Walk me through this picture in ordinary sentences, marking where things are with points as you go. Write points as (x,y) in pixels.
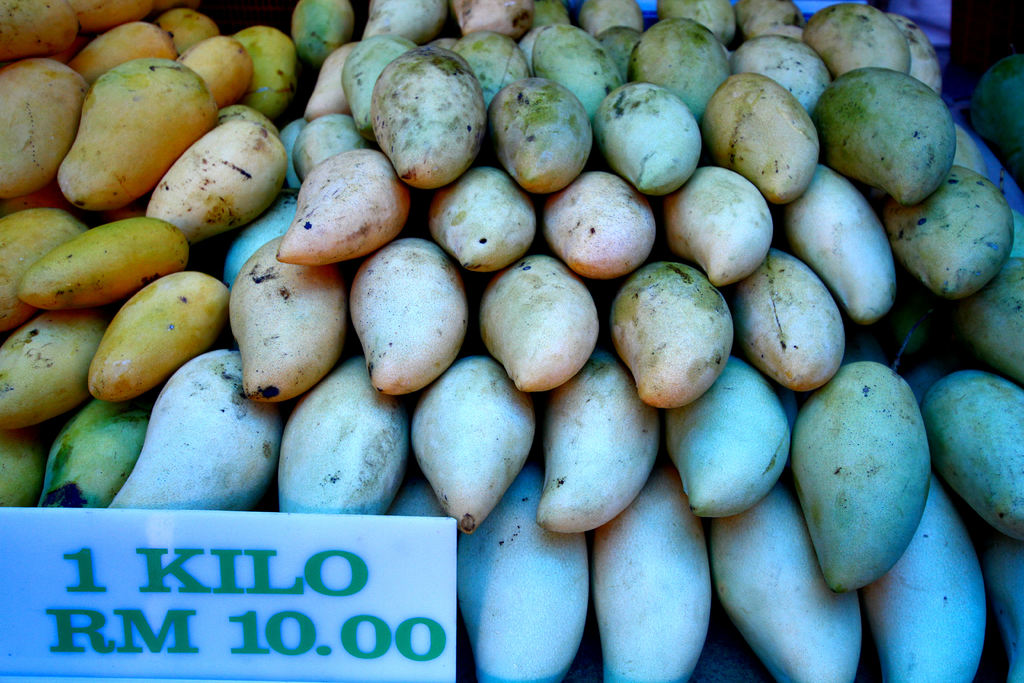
In this image we can see group of fruits (360,172) placed one above another. At the bottom (324,580) we can see a signboard (38,592) with some text (175,625) on it.
